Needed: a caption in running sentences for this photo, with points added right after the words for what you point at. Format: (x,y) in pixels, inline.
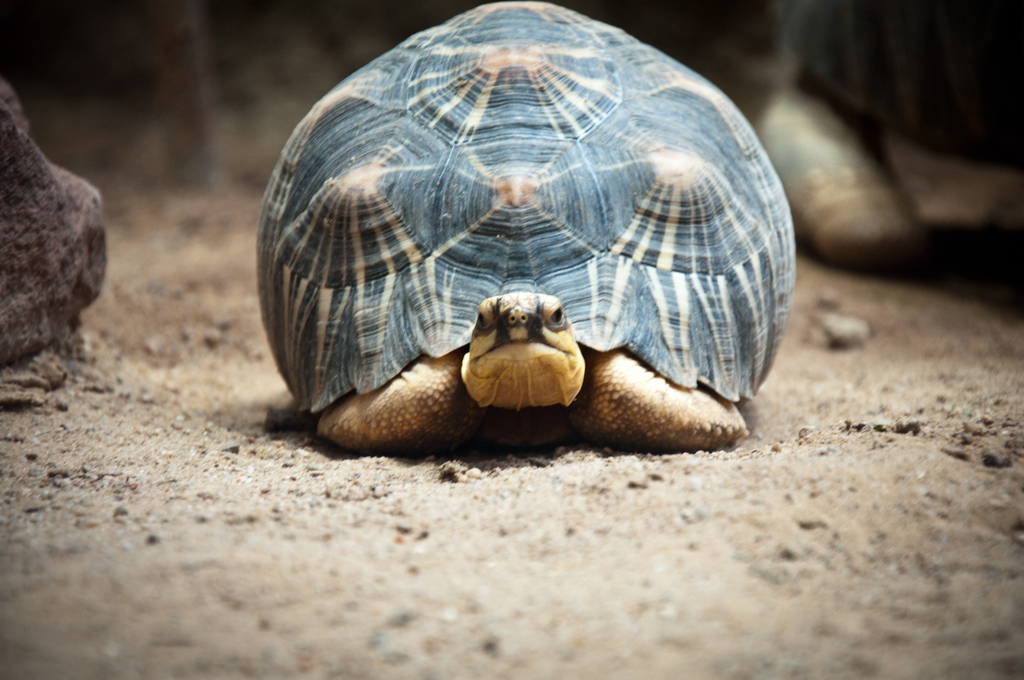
In this image we can see a tortoise (306,300) on the ground (447,484).
